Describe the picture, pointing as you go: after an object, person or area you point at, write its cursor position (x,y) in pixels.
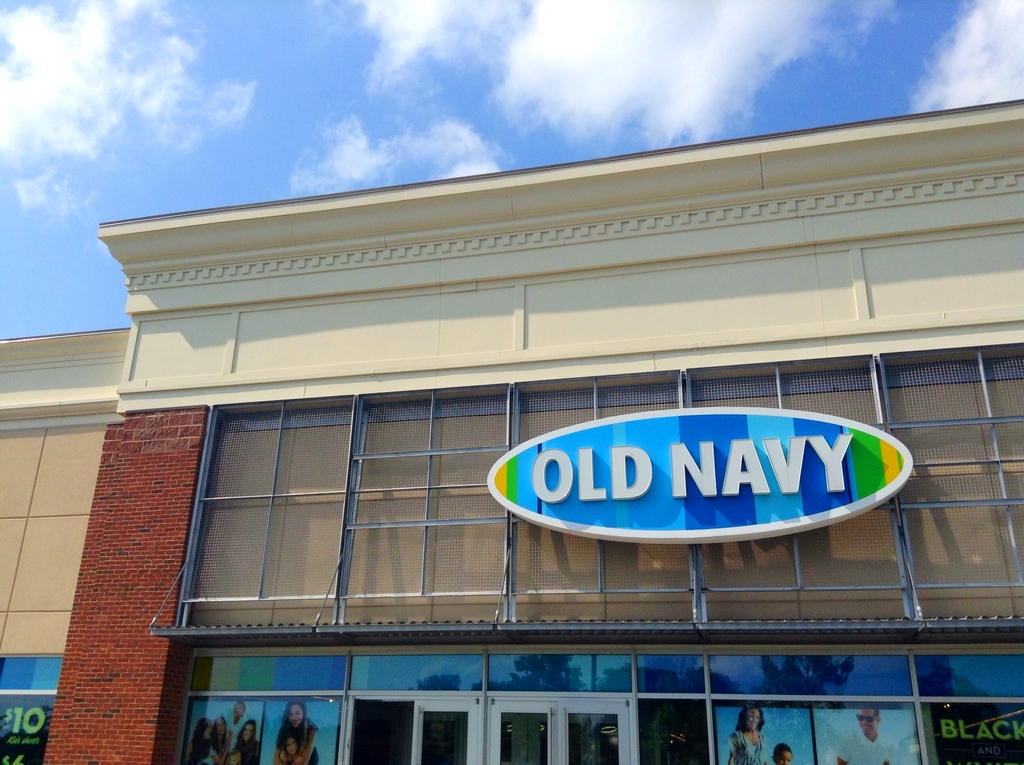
In this image we can see sky (317,84) with clouds (552,54), buildings (745,404), name board (615,497) and advertisements (274,747) on the mirrors (226,731).
